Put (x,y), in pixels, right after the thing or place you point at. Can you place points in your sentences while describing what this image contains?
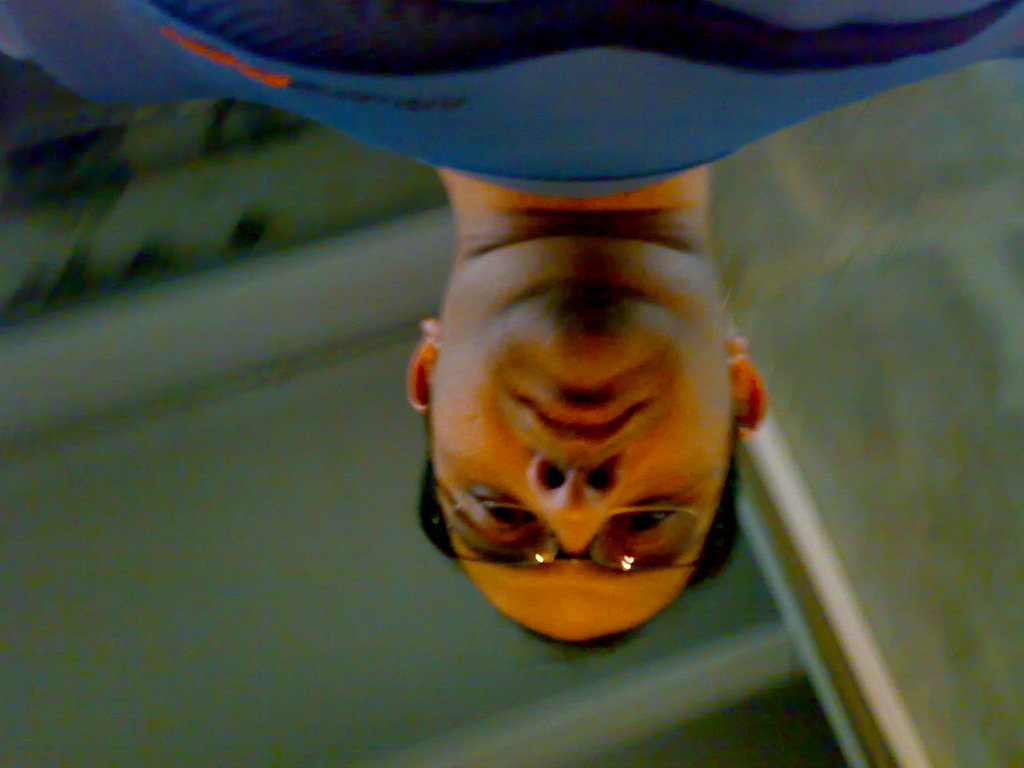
In this image in the front (532,287) there is a man (530,292). In the background (416,540) there is wall (360,549).
